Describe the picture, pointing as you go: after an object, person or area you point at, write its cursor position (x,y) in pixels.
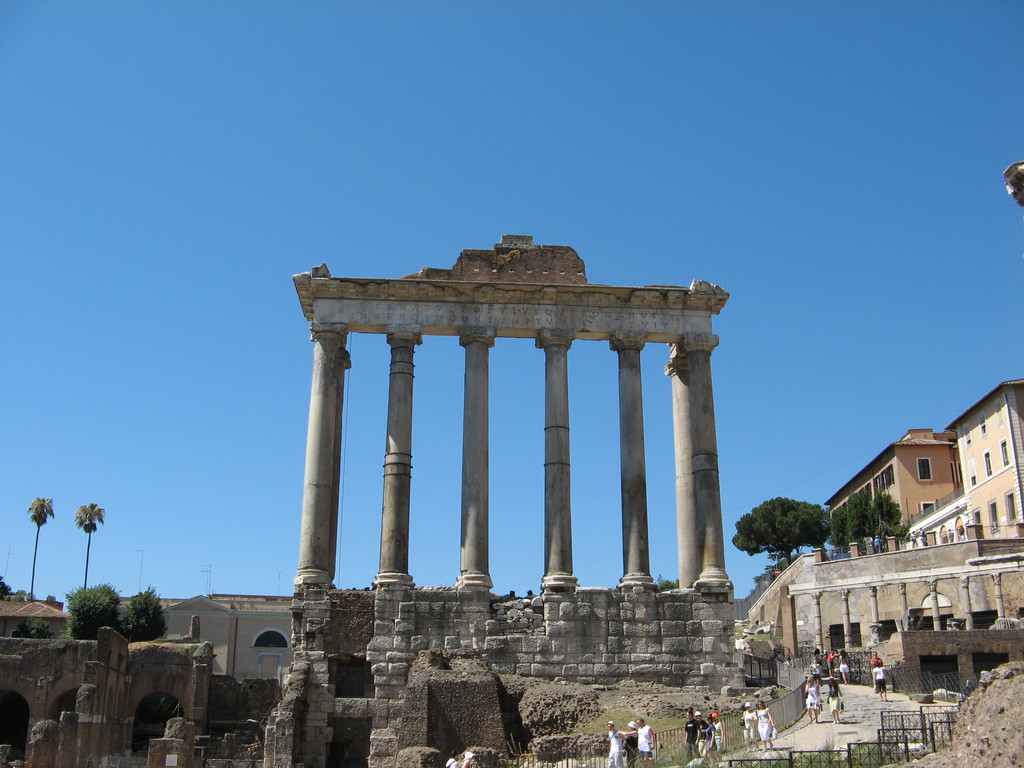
In this image we can see buildings (665,627), sculptures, railings (655,747), persons (645,756) walking on the walking path (800,725), trees (781,561) and sky (691,148).
